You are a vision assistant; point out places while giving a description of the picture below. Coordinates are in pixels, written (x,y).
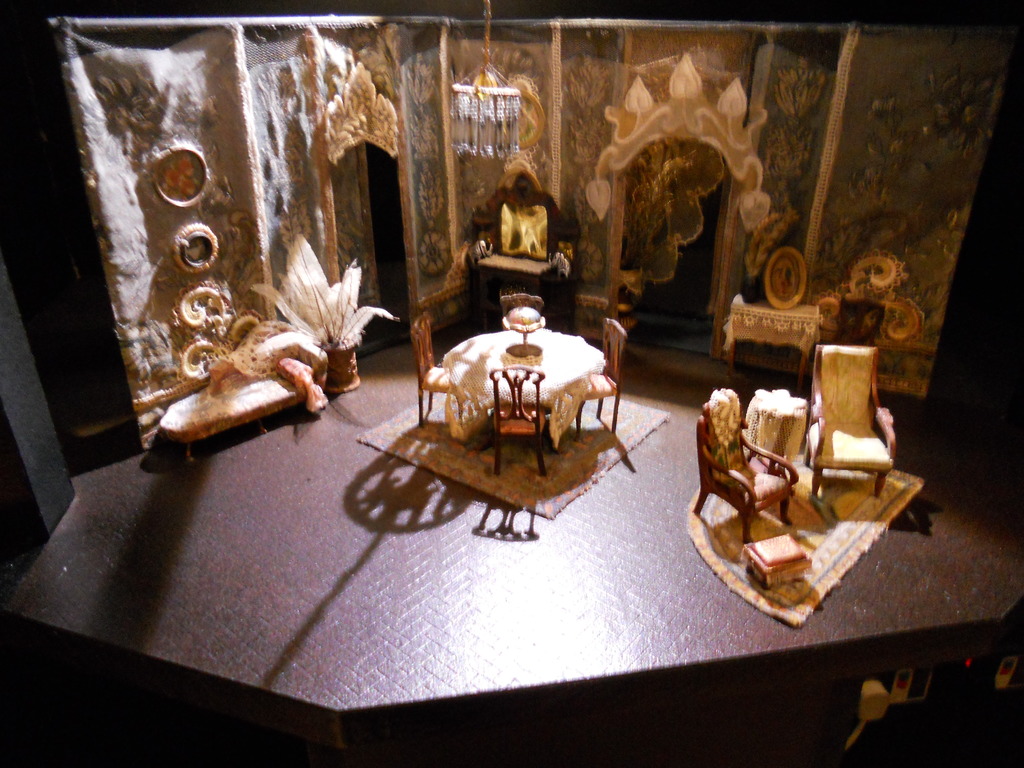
In this image there are toys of a potted plant (329,305), a light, a mirror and there are chairs (521,365), tables (551,376) with objects (536,350) on it placed on the table (964,558) at the bottom (1008,627) surface.
